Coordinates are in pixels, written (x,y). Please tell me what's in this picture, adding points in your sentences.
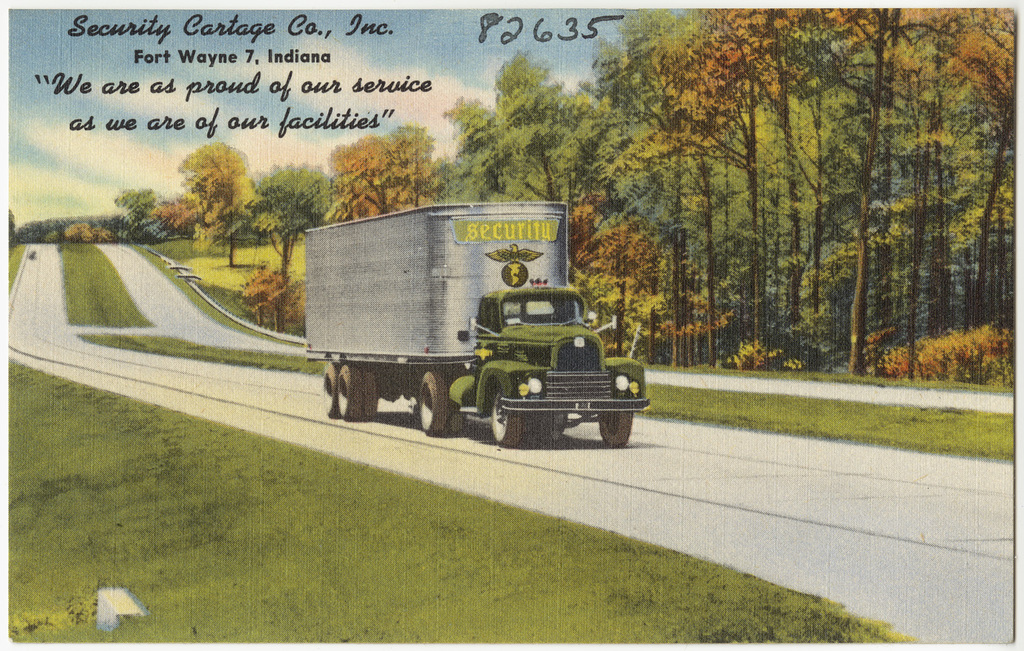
In the middle (366,349) I can see a truck (365,353) on the road (691,498). In the background (638,179) I can see grass (1009,388), trees (278,222), text (158,118) and the sky (274,101). This image is taken during a day.
